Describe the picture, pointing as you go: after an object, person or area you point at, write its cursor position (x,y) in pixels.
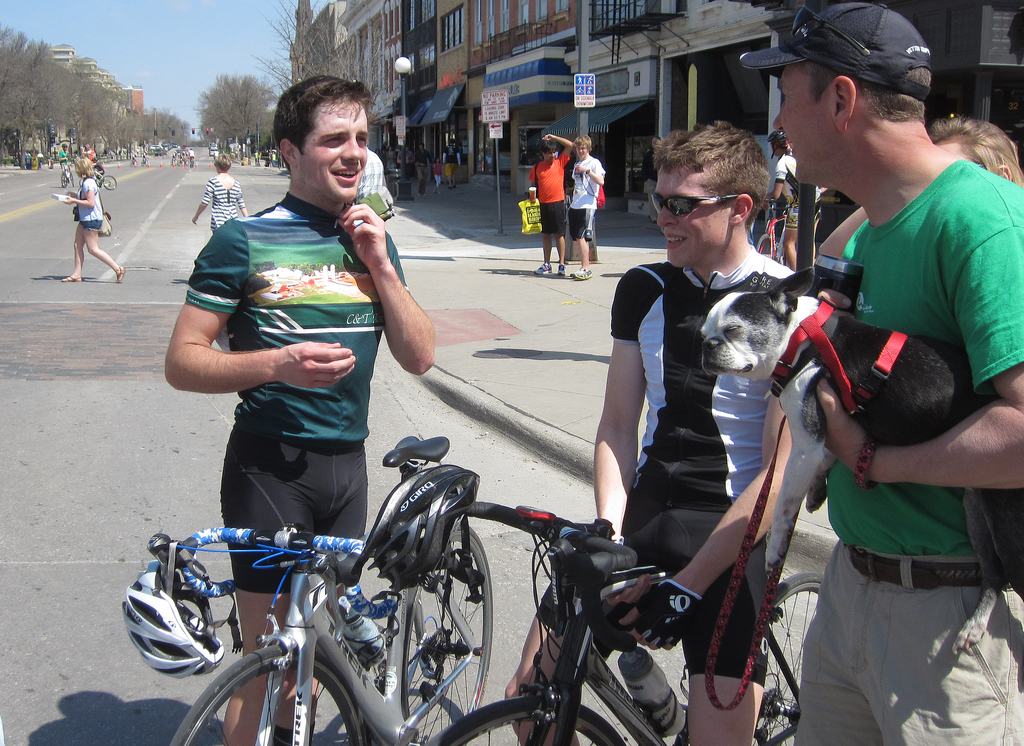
In this picture we can see three persons (729,678) standing on the road (43,595). These are the bicycles (587,649). Here we can see a person (913,322) who is holding a dog (800,392) with his hand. And this is cap (858,36). On the background (114,96) we can see some trees (258,105) and these are the buildings (635,147). And there is a pole (583,5).
